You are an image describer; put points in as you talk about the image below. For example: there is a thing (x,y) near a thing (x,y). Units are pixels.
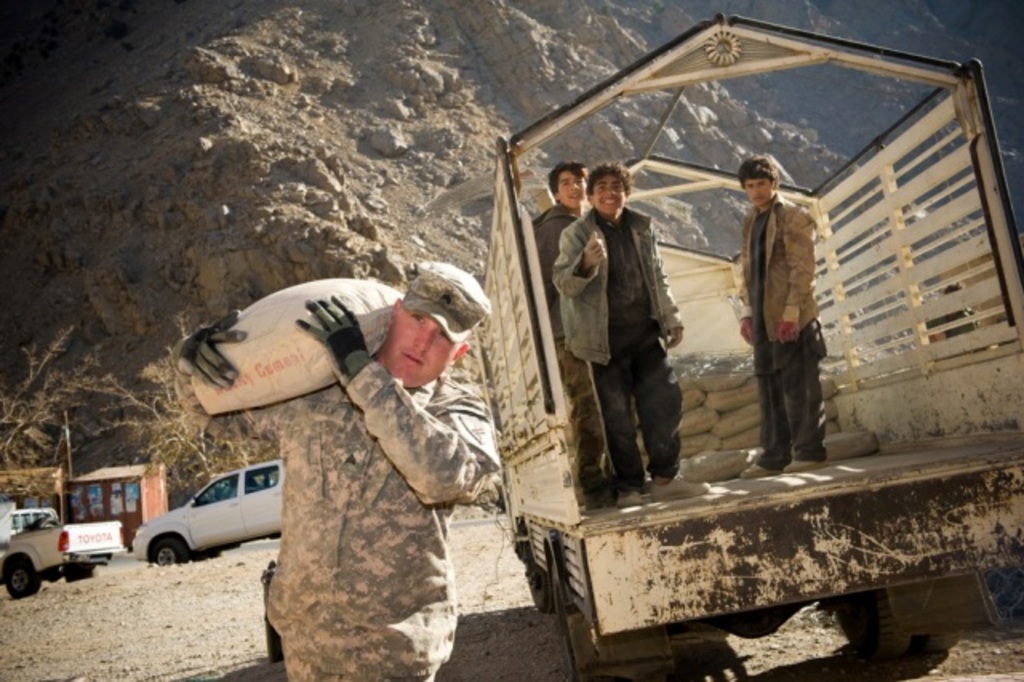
In the foreground of the image (450,367) we can see a person (401,342) wearing military uniform (396,579) and cap (436,329) is carrying a bag (361,316) with his hands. To the right side of the image (764,303) we can see three people (761,328) standing in a vehicle (780,507) along with bags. To the left side of the image (256,497) we can see two vehicles (164,542) parked on the ground (159,579). In the background (319,226), we can see a mountain (301,185).
